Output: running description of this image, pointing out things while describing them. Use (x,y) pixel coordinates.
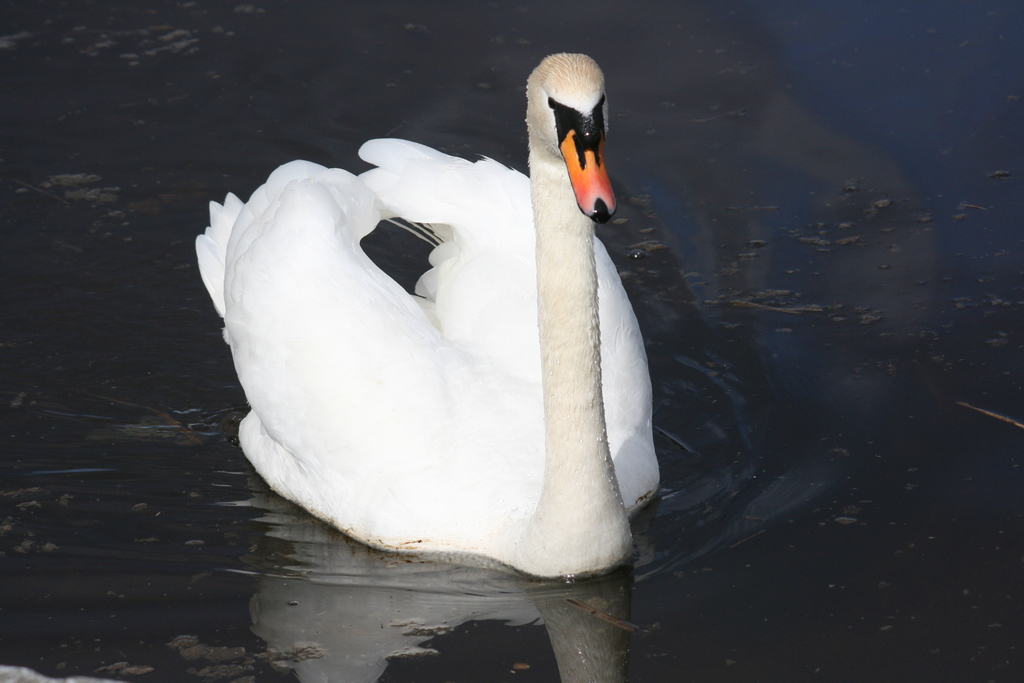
In this picture there is a white swan (506,321) on the water (209,530) and there is a reflection (429,602) of swan (591,494) and sky (861,58) on the water (861,58).
